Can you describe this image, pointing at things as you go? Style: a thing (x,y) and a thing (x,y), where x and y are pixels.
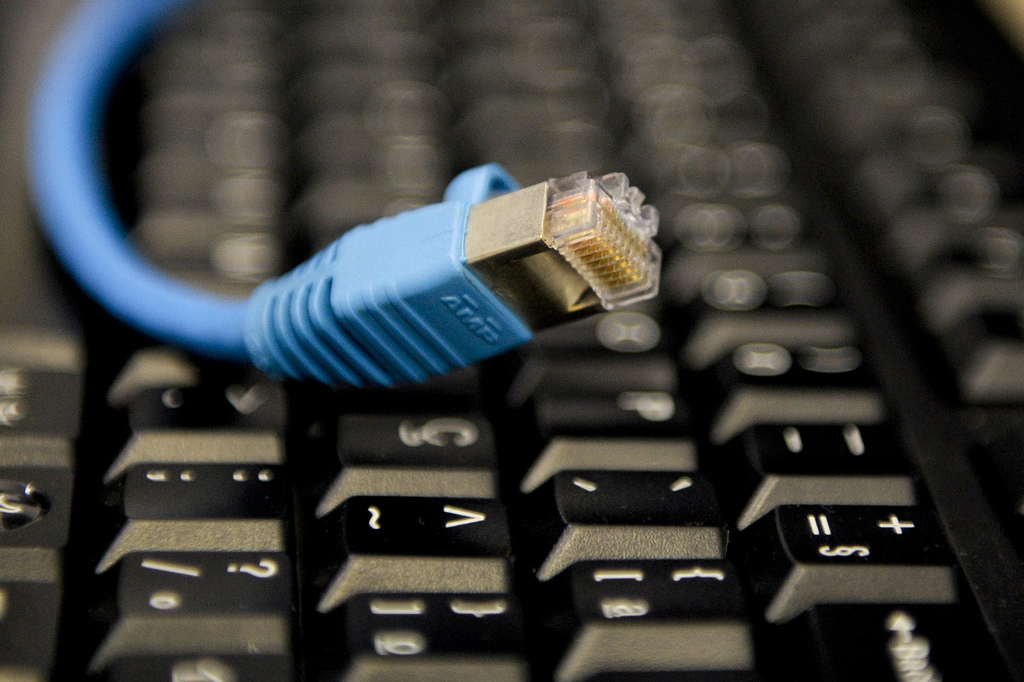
In this image there is a keyboard (460,457) on which there is a LAN cable (374,287).
